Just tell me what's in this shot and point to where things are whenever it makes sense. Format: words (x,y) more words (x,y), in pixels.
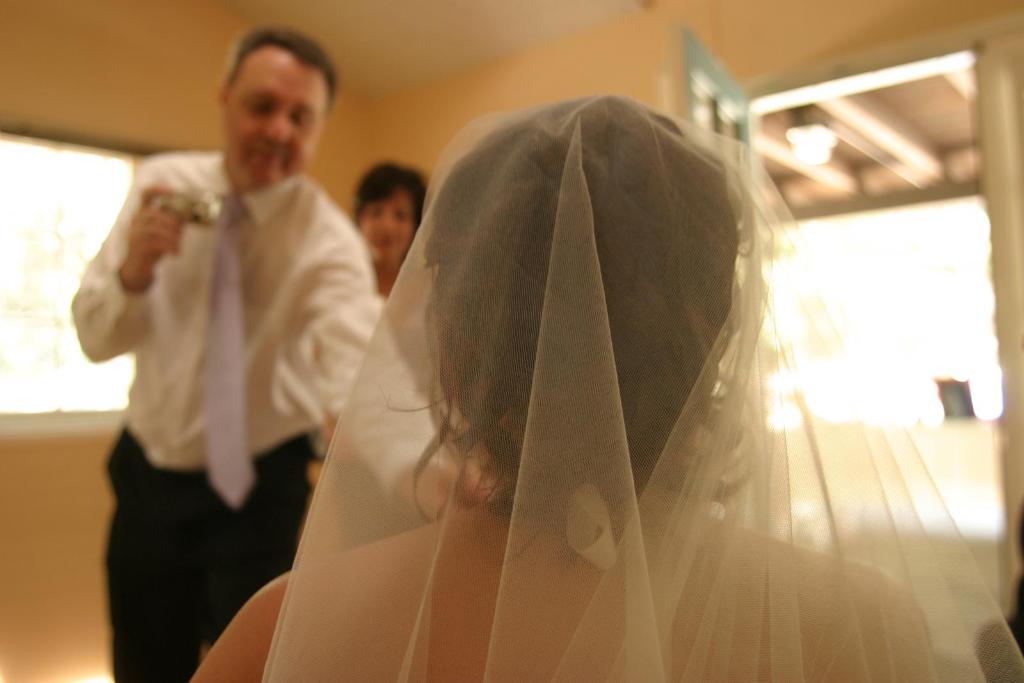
In this image we can see people (321,215) standing on the floor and one of them is a holding camera (203,208) in the hands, door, walls (557,90) and sky (840,295). In the foreground (670,430) we can see a woman (652,560) sitting.
